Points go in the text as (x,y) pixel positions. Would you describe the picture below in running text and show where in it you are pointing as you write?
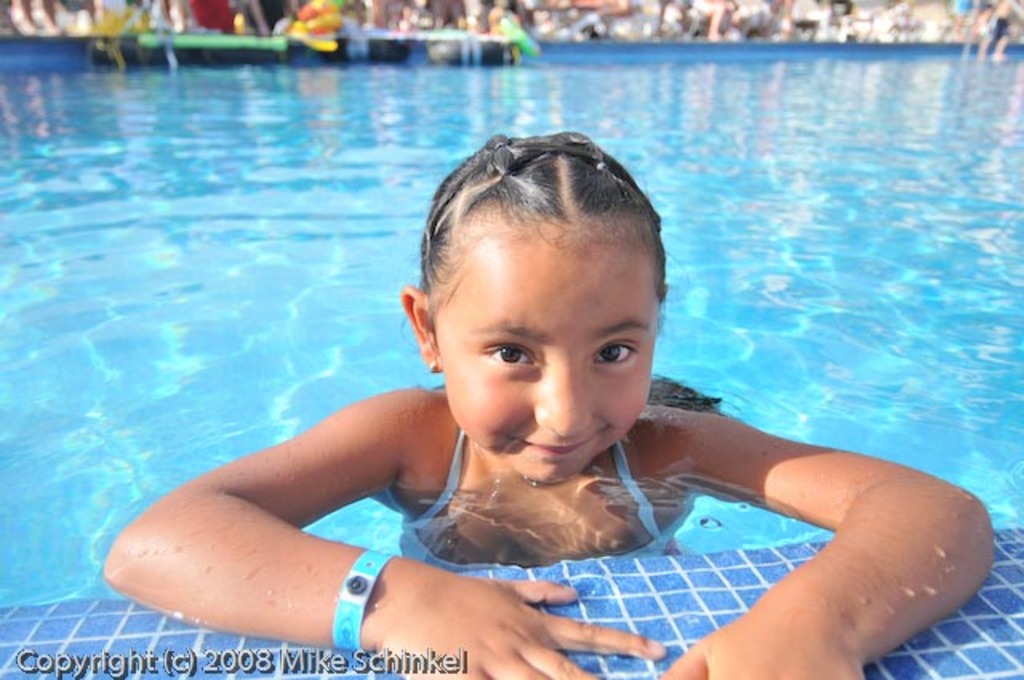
In this image there is a girl (276,463) in swimming pool (537,120) is smiling, and there is blur background (334,4) and a watermark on the image.
